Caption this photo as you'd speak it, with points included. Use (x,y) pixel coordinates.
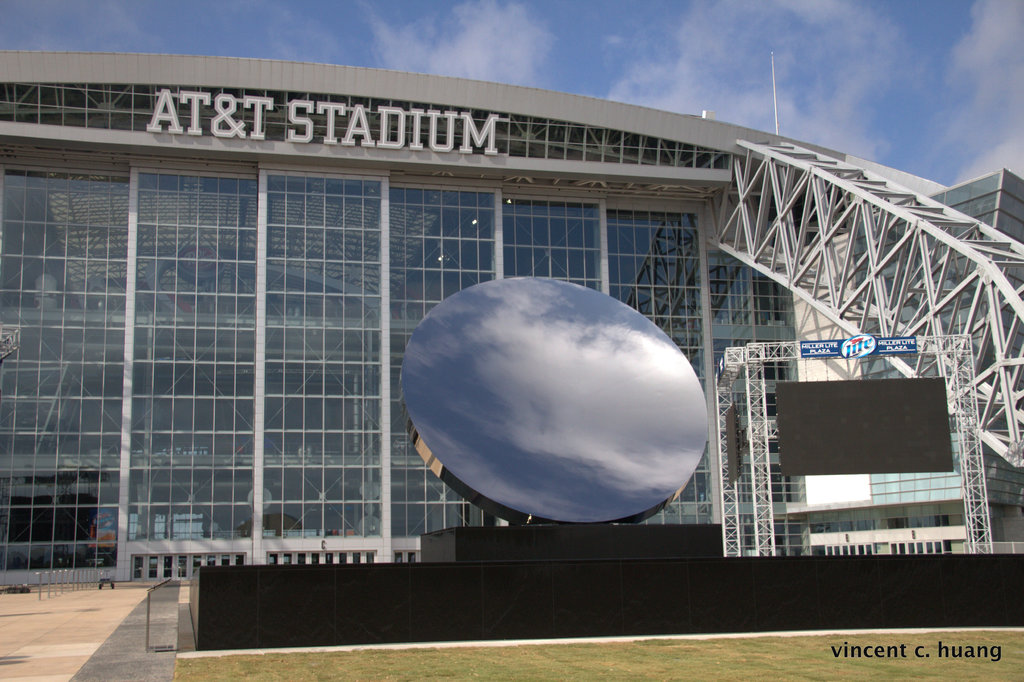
In this image, we can see a circle object (523,416) with reflection (600,435) of the sky (628,397). At the bottom of the image (662,646), we can see a walkway (95,608), grass (622,665) and watermark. In the background (847,224), there are rods (1011,448), glass building (392,532), banner (825,349), screen (836,424), few objects (739,438) and poles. Through the glasses (339,254) we can see the inside view. At the top of the image (667,41), there is the sky (817,127) and pole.
